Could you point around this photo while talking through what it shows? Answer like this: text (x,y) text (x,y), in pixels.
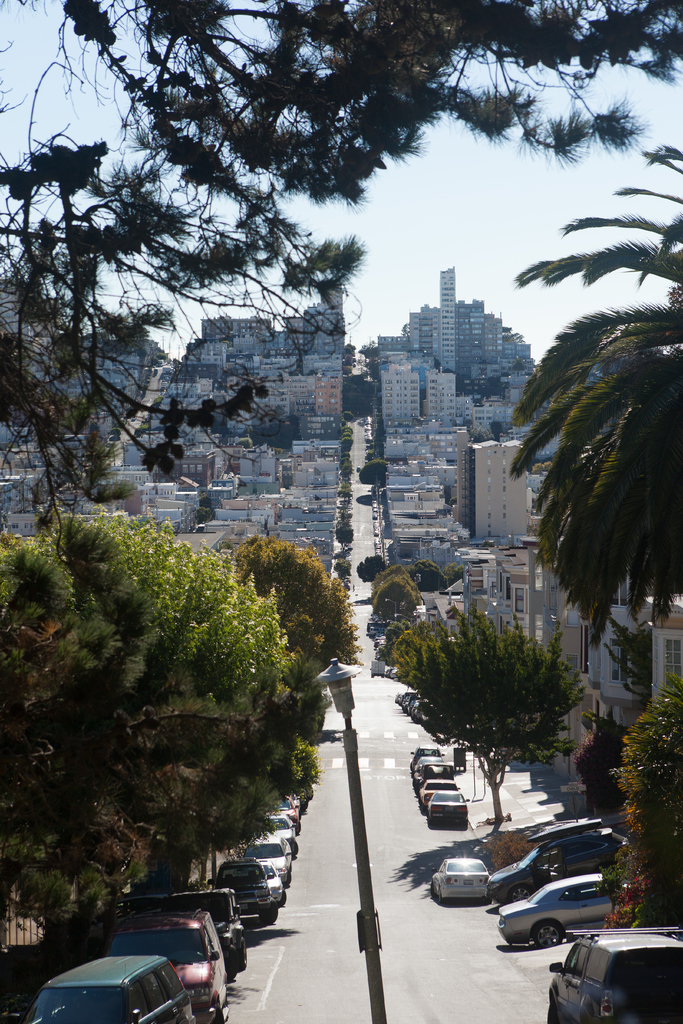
In this image we can see a group of trees (377,578), buildings (499,603) and vehicles (573,843). In the foreground (355,676) we can see a pole (365,947). At the top (532,73) we can see the sky (327,206).
